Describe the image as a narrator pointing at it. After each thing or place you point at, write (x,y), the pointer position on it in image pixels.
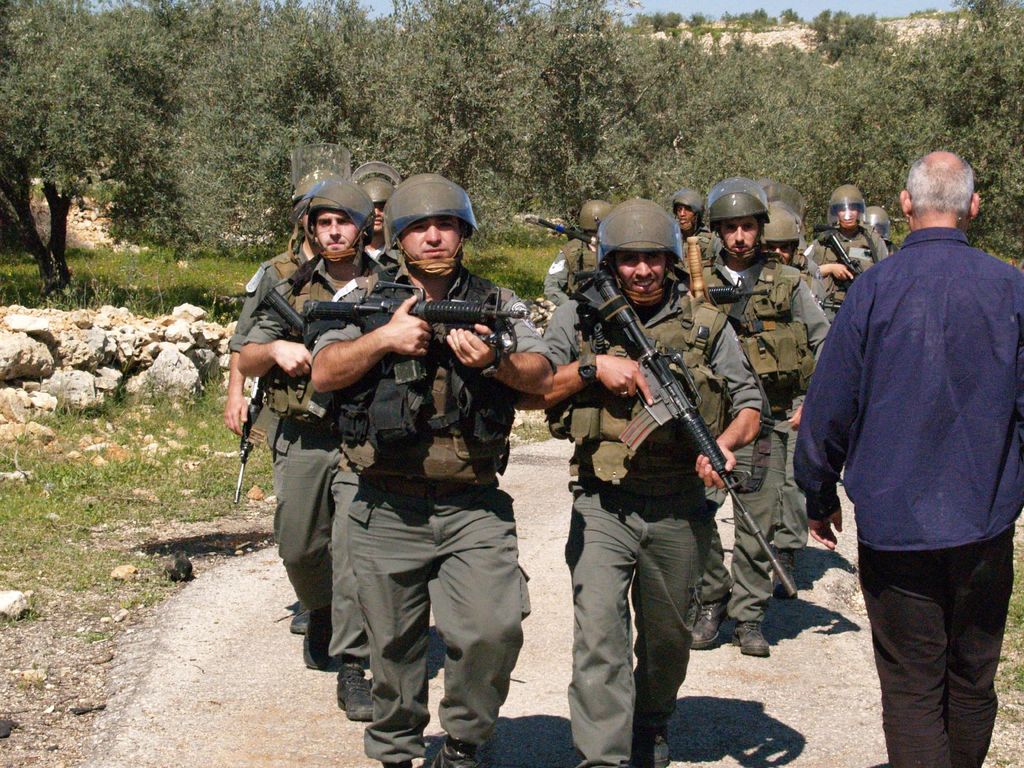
In this image few army personnel (490,387) walking on the path (284,708) holding guns (370,314). Here there is a man (921,365) wearing blue shirt (910,475) and black pant (912,574). In the background (594,85) there are trees (562,91). Here there are stones (73,372).
